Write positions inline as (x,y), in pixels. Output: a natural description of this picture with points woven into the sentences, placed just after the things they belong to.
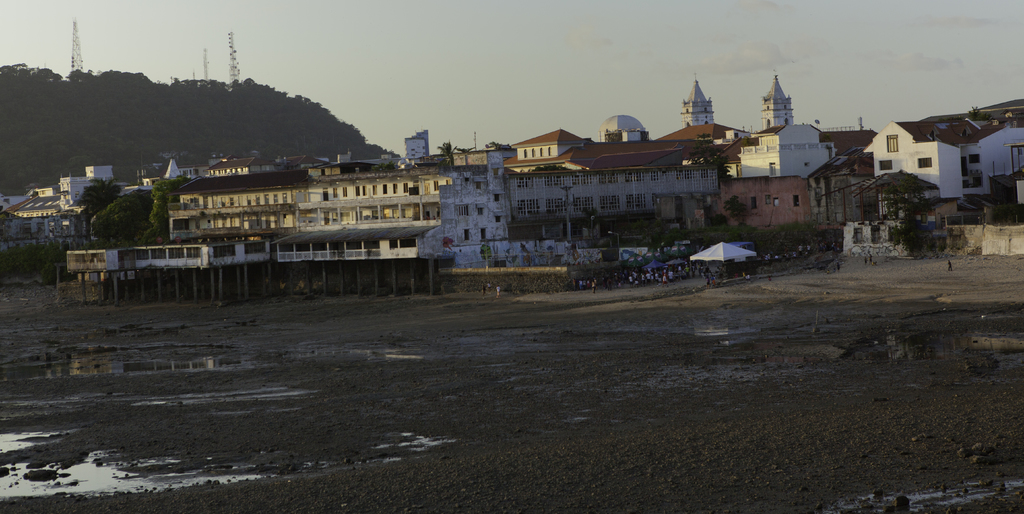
There is muddy texture (354,370) and water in the foreground area of the image (470,371) and there are people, buildings (573,206), trees (665,235), poles (206,71), a stall (705,255), it seems like mountains (90,125) and sky (735,117) in the background area of the image (574,119).
